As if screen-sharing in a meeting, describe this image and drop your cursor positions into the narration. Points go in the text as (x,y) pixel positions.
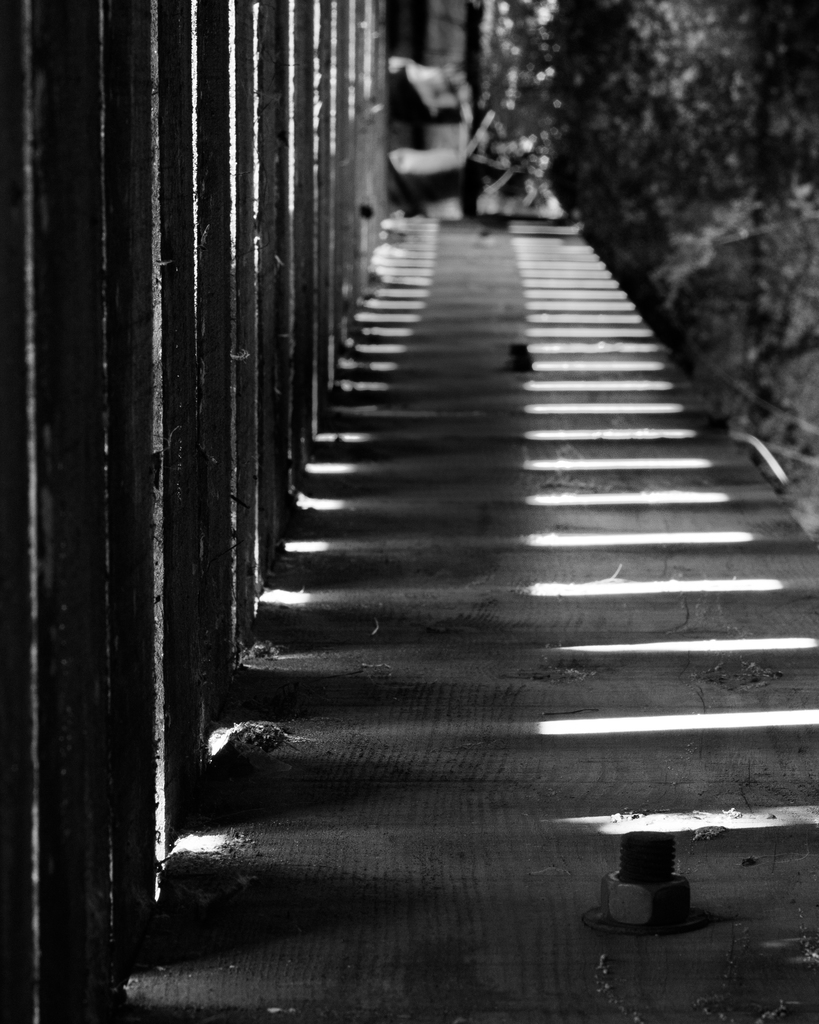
This is a black and white image. Here I can see the walkway (400,782). On the left side (147,709), I can see the railing (168,212) and on the right side (631,150), I can see few plants (720,260).
